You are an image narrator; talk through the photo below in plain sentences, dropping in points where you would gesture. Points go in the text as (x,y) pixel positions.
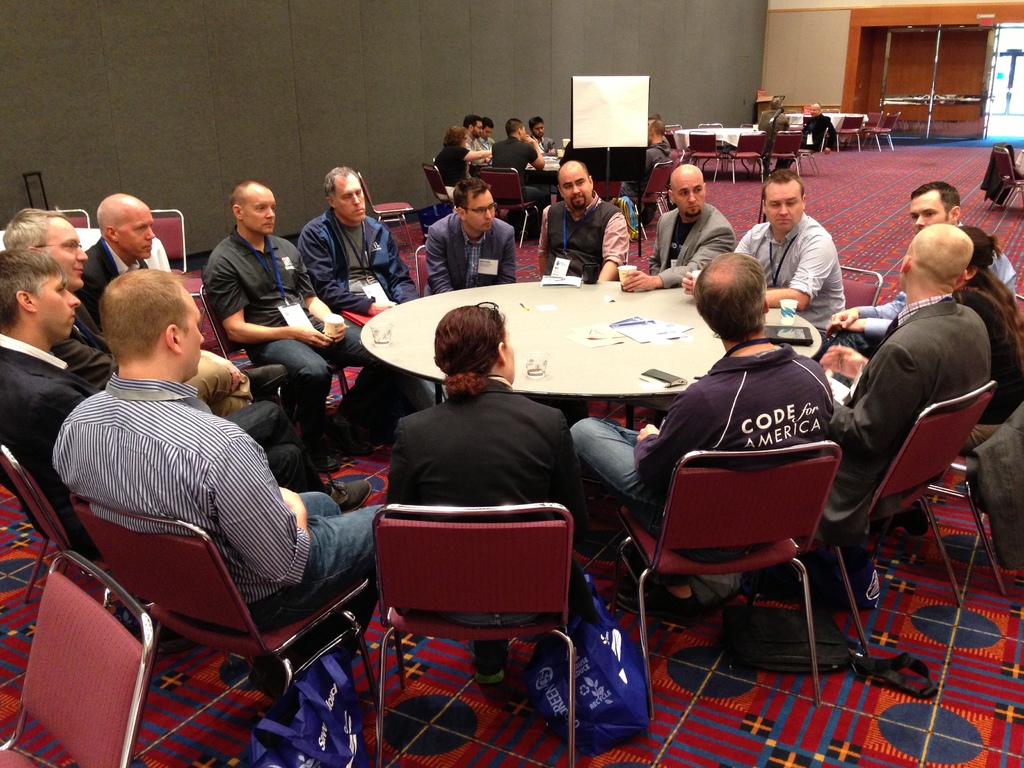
There are many persons (734,323) sitting on chairs (491,540) around a table (583,372). On the table (604,392) there are papers (642,327) and some other items (541,280). And this persons (331,276) are wearing tags (378,289). In the background (560,162) there are many chairs (731,155), tables (731,137), a board (603,98) and some people (520,123) are sitting. Also there is a wall (470,58) and there is a door (934,85). On the floor (871,236) there are bags (597,701).
